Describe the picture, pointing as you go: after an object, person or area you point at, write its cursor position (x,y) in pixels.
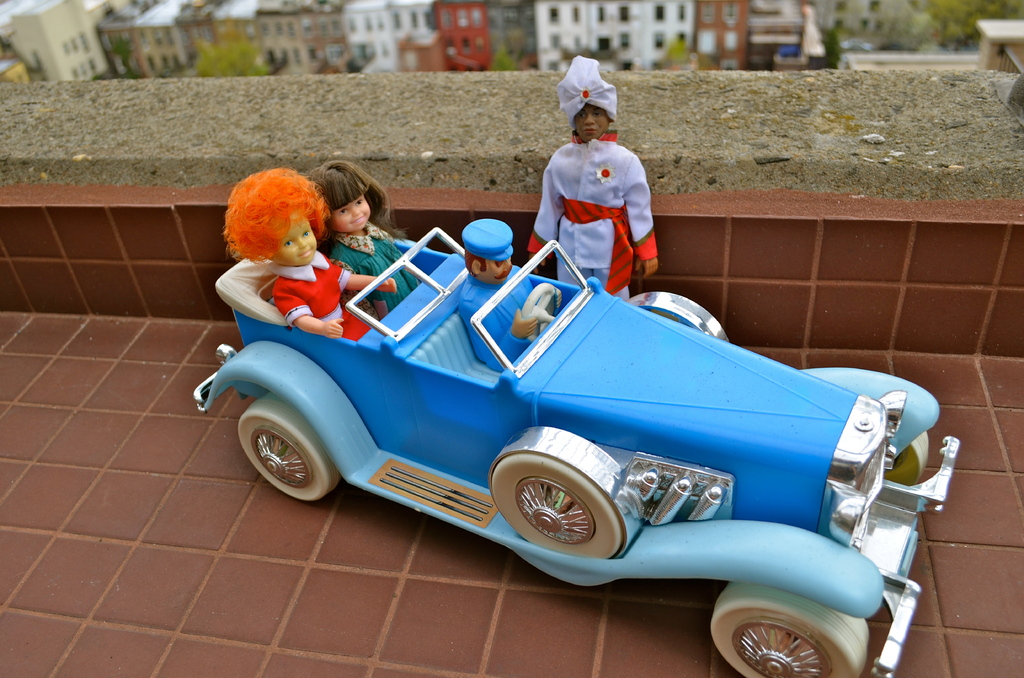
here in this picture we can see a toy car (469,461), in the car (476,435) we can see three persons (344,267) sitting, here we can also see one person (604,222) standing behind the car (654,368), here we can also see the building (392,29) near to it.
